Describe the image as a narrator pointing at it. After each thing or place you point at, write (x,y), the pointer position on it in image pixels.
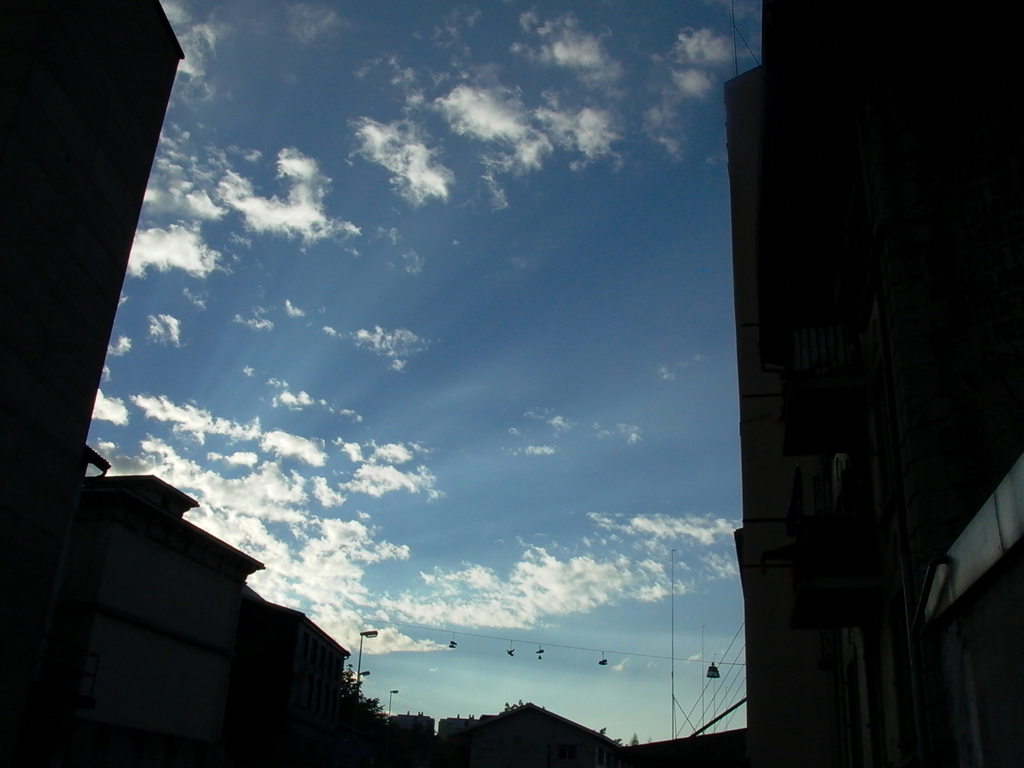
In the image there are buildings (852,500), street lights (366,635), wires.
